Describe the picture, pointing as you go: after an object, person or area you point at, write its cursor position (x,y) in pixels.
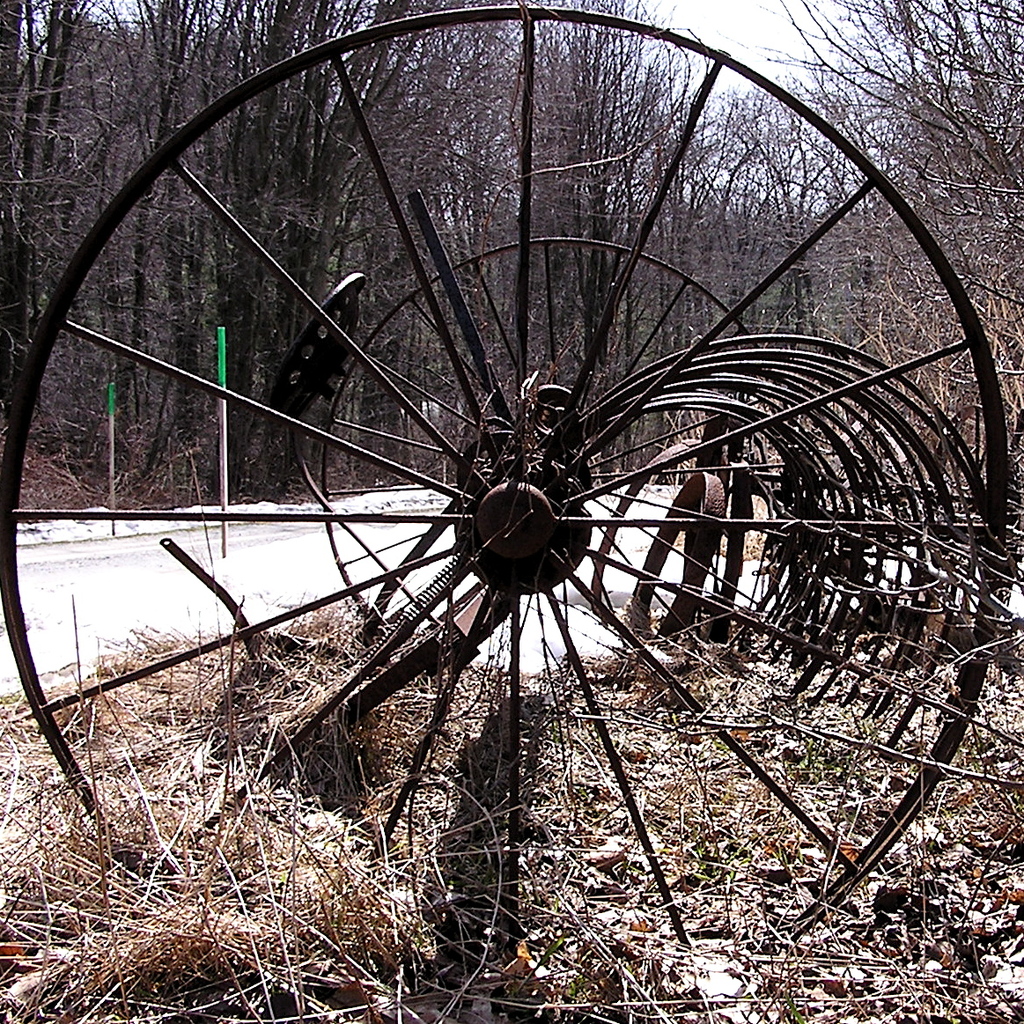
In this image I can see iron wheels (621,486) visible on grass (173,883), in the middle (575,351) I can see trees (290,476) and road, at the top (732,21) I can see the sky (724,38) and this picture is taken during a day.
